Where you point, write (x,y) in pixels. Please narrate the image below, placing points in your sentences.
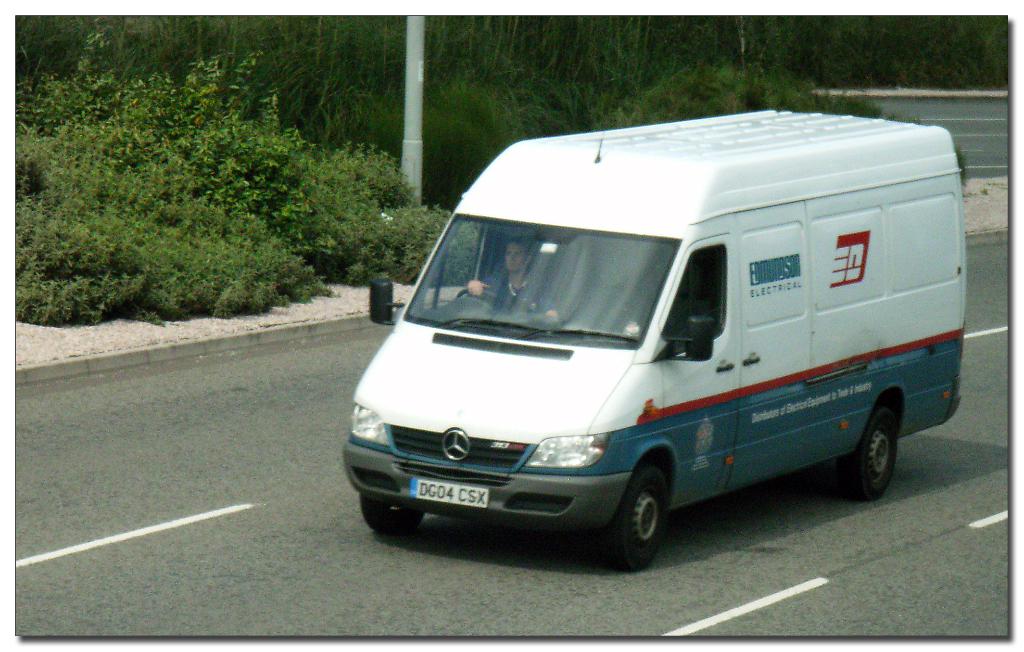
In the picture i can see a man (479,286) driving van (624,344) which is white in color and in the background (621,111) there are some trees (436,116) and there is a pole (417,111).
